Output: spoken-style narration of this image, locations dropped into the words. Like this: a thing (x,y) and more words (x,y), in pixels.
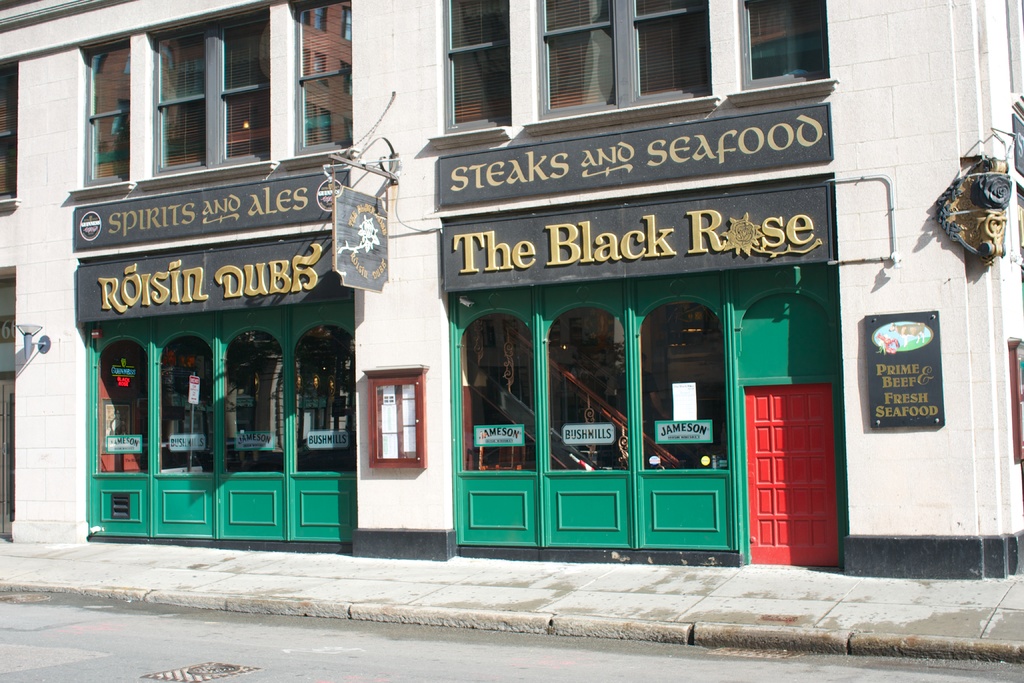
This image is taken outdoors. At the bottom of the image (272,645) there is a road (310,650). In the middle of the image (455,304) there is a building (905,131) with walls (918,128), windows (335,104), window blinds (318,60) and doors (120,452). There are a few boards (360,239) with a text (912,383) on them. There is a lamp (28,342). There are a few stickers (700,440) on the doors (287,446) and there is a sidewalk (708,592).
